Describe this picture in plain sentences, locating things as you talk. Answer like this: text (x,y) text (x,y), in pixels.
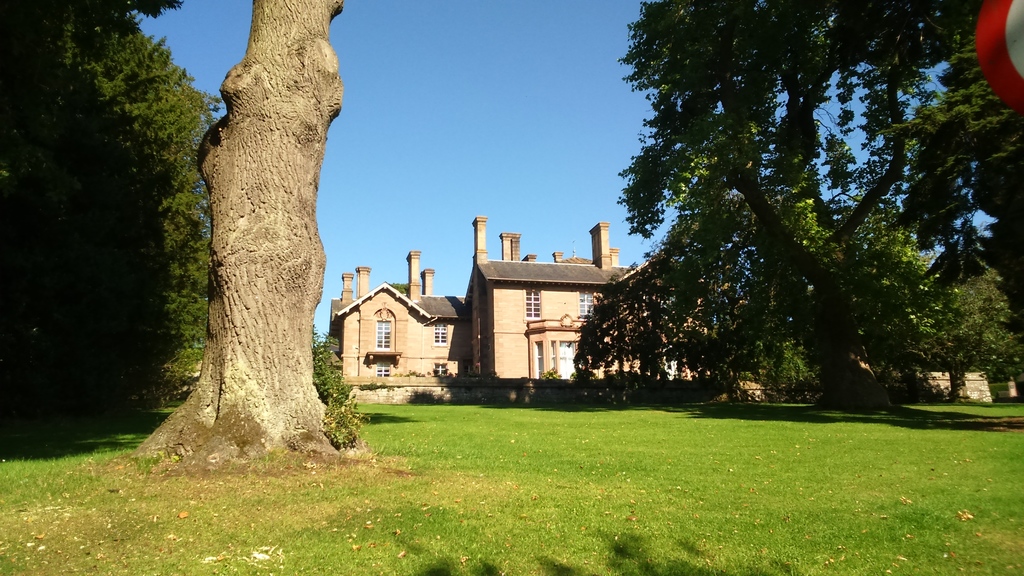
In the foreground of the picture (655,490) there are dry leaves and a tree (301,217). On the right (879,157) there are trees (874,181). On the left (56,137) there are trees (71,228). In the center of the picture (501,345) there are plants (447,371) and buildings (403,316). In the background (436,82) it is sky (426,130).
